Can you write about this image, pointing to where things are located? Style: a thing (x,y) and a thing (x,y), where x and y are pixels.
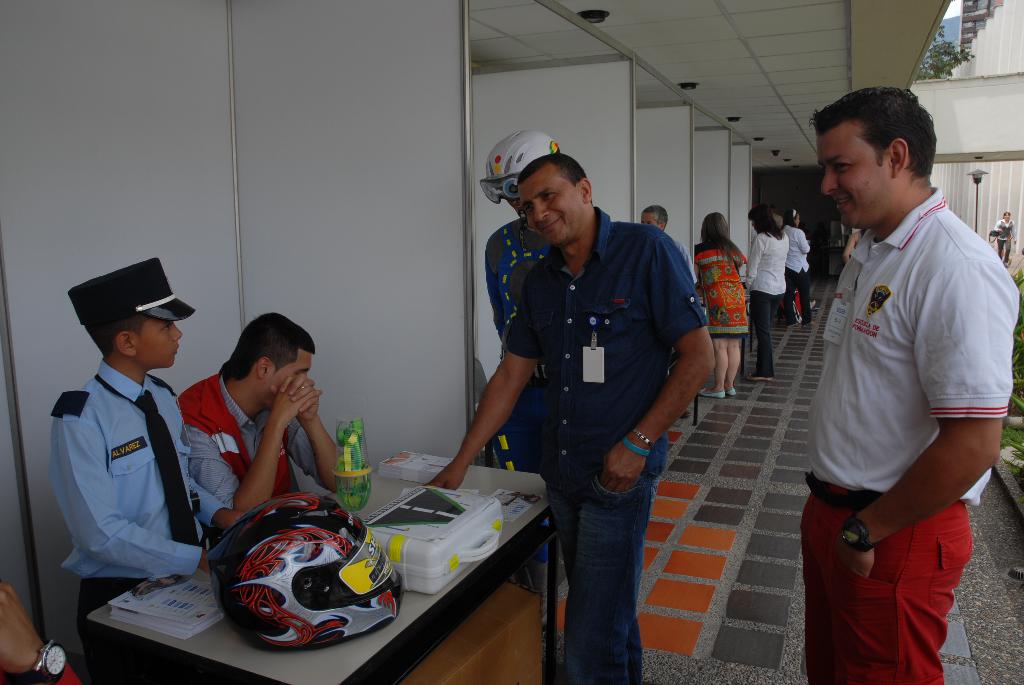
In this image there are two people (51,472) sitting. There is a table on which there are objects (379,545). There are people (577,269) standing. In the background of the image (976,100) there is a building (992,97). At the top of the image (653,61) there is ceiling (753,37).
